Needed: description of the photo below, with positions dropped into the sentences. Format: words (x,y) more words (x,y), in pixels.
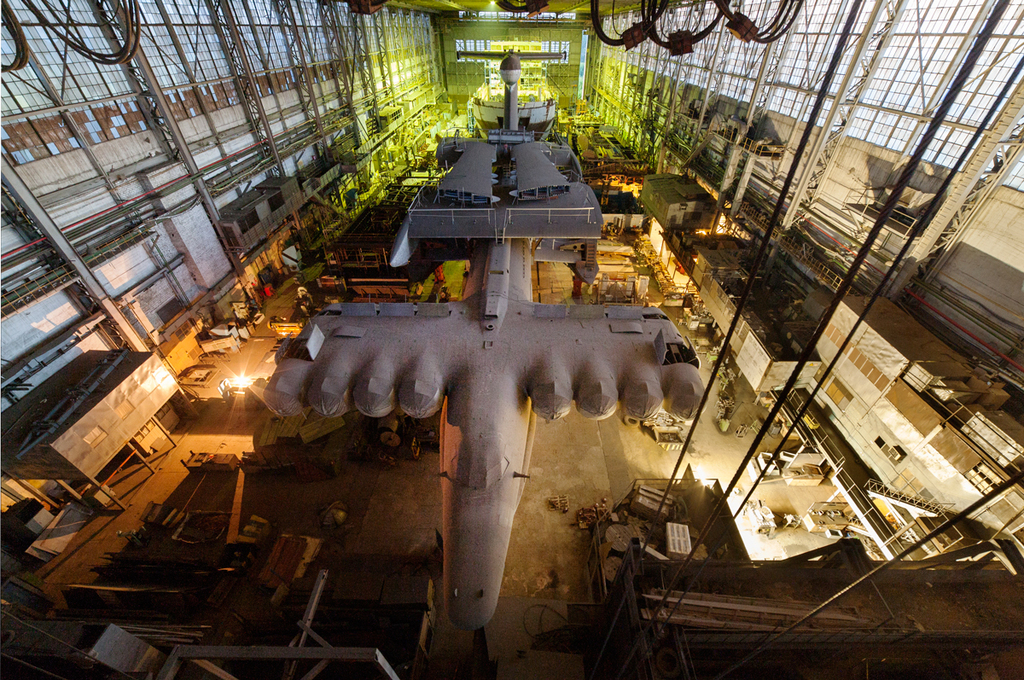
In the picture I can see an aircraft (467,302) in the middle of the picture (469,320). I can see the glass windows (1019,29) and metal structures (844,113) on the left side (68,277) and the right side (908,121) as well. I can see the luggage lifter metal rope strips (737,510) on the right side (690,446). I can see the metal scaffolding structures (781,400) in the picture.
